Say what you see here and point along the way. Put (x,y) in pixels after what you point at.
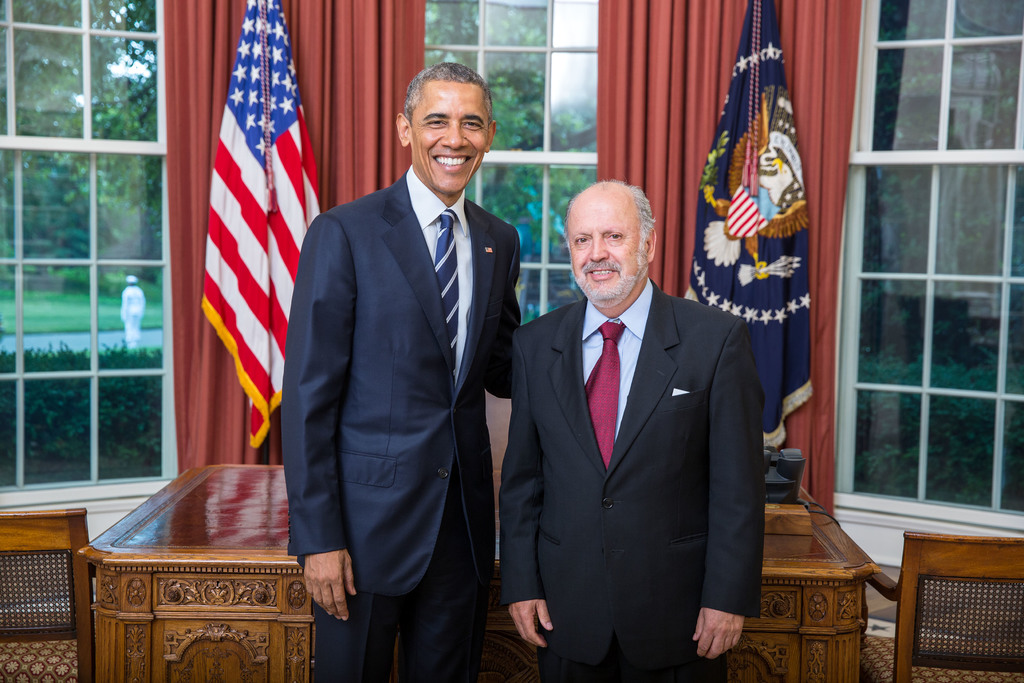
Here we can see two people (554,643) are standing and smiling. Background (932,625) there are chairs (75,513), table (262,495), flags (724,120), curtains (696,104) and glass windows (911,219). Through these glass windows (144,150) we can see a person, plants (904,432), grass (10,317) and trees (154,75).
